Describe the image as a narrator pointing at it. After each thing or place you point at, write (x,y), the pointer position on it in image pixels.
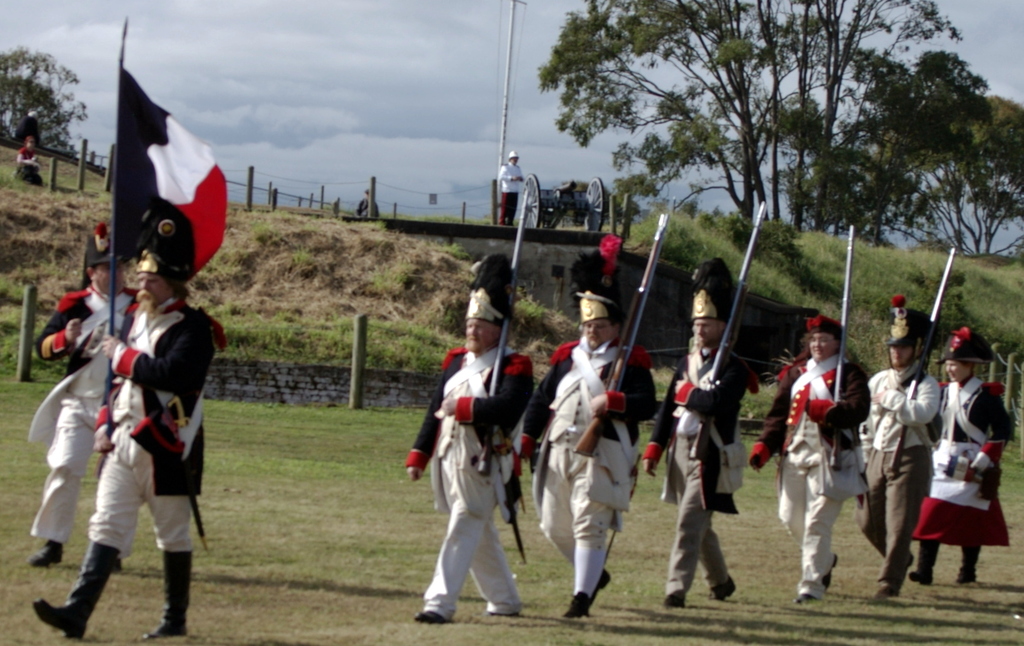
In this image I can see few people (486,350) are walking and wearing different color dresses (859,405) and holding something. Back I can see few trees (896,143), vehicle (566,197), poles (357,383) and sky (401,126) in white color.
